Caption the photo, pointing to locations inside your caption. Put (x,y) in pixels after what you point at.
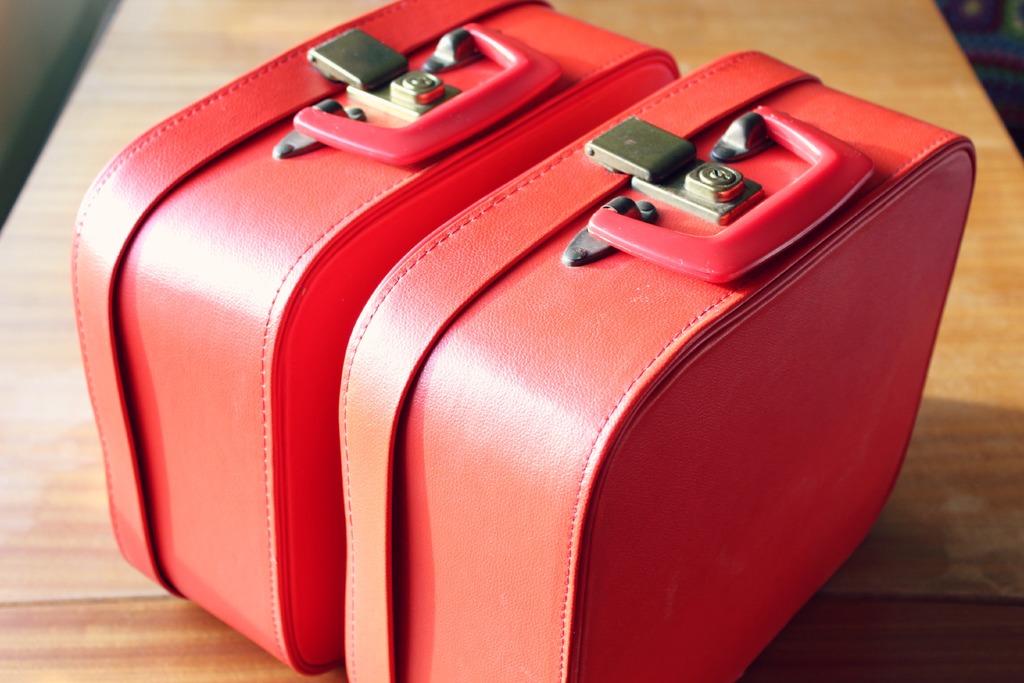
As we can see in the image there are two red color bags (292,202) on table (120,89).
